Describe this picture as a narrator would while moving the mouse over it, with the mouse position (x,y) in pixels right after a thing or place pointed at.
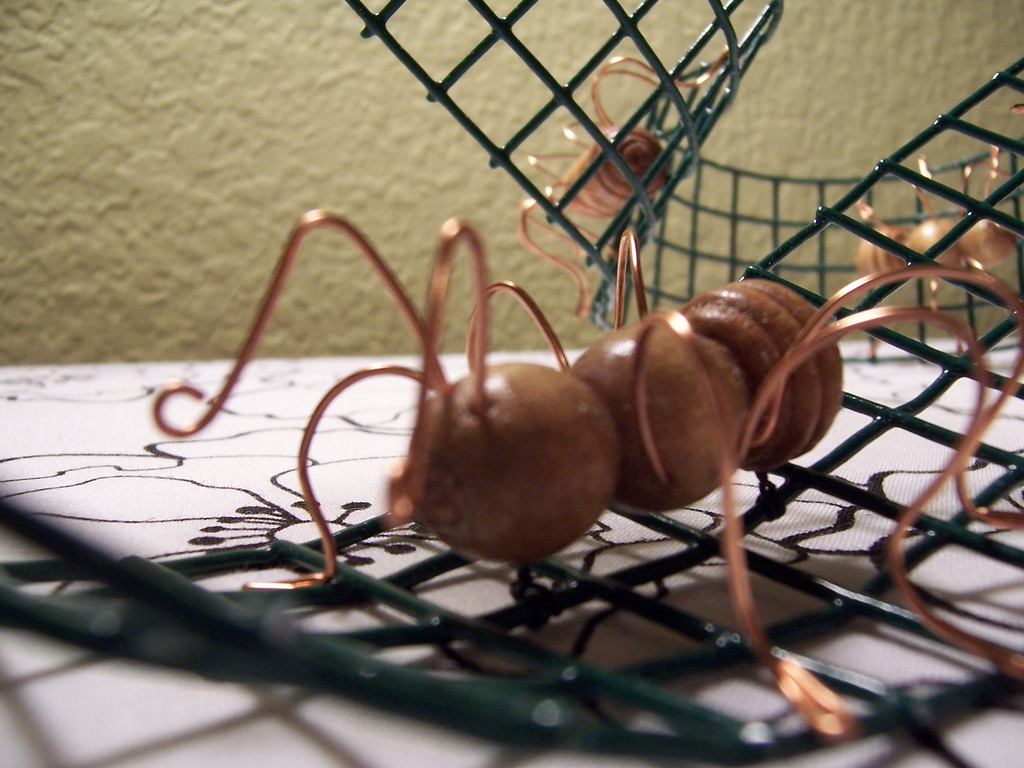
In this image we can see a surface (319,387) looks like a table (370,540), on the table (864,466) there is a fence (822,293), on the fence (695,158) there are insects (767,386) and wall (786,174) in the background (454,159).
